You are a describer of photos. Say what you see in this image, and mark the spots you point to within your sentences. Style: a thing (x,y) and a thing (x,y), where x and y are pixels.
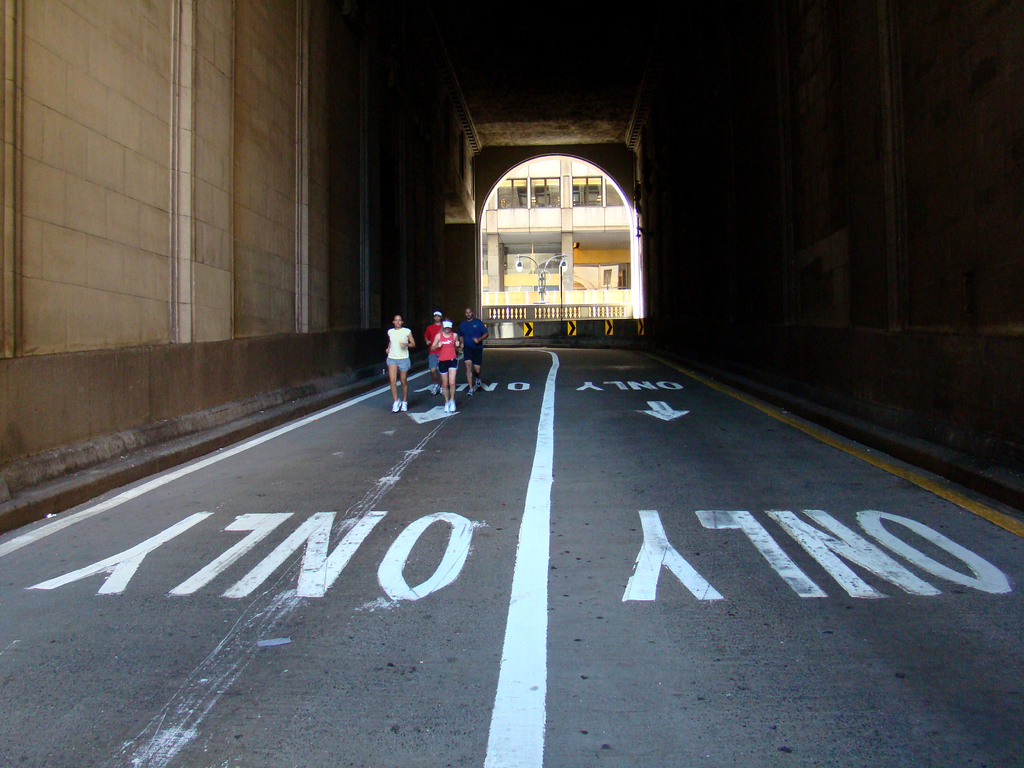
In this image it seems like a tunnel (134,133). Below the tunnel (662,197) there is a road (422,399) on which there are four persons (466,339) who are running. In the background (564,235) there is a building (545,216). At the bottom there are arrow marks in the background (573,327).
